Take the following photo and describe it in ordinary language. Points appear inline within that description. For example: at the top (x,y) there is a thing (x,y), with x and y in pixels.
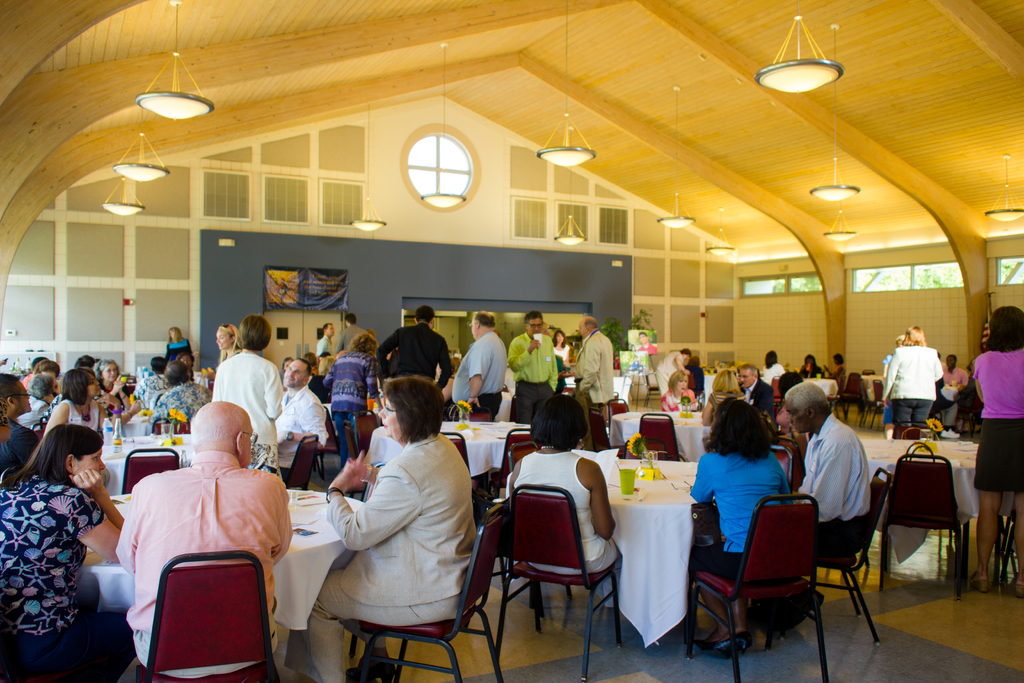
In this image there are group of people (434,382). Few people (578,403) are sitting on the chair (212,587). On the table (637,483) there is a glass (624,476) and a flower pot (644,446). At the background (113,328) we can see a wall (101,298). At the top of the room (204,78) there is a light (183,118).
